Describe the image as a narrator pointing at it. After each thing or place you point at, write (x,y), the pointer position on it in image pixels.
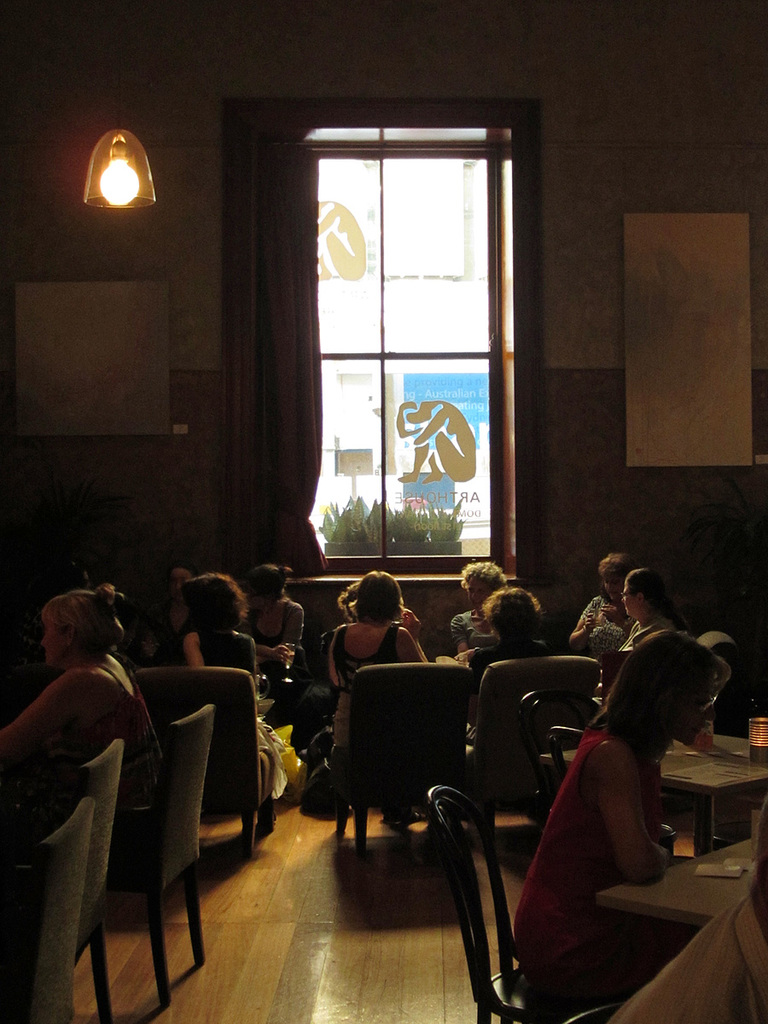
In this image I see number of people (757,1007) who are sitting on chairs (66,986) and there are tables (740,762) in front of them on which there are few things (735,772), I can also see this woman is holding a glass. In the background (732,24) I see the wall (77,81), a window (334,419), curtain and a light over here, I can also a plant (334,505) through the window (465,549).
